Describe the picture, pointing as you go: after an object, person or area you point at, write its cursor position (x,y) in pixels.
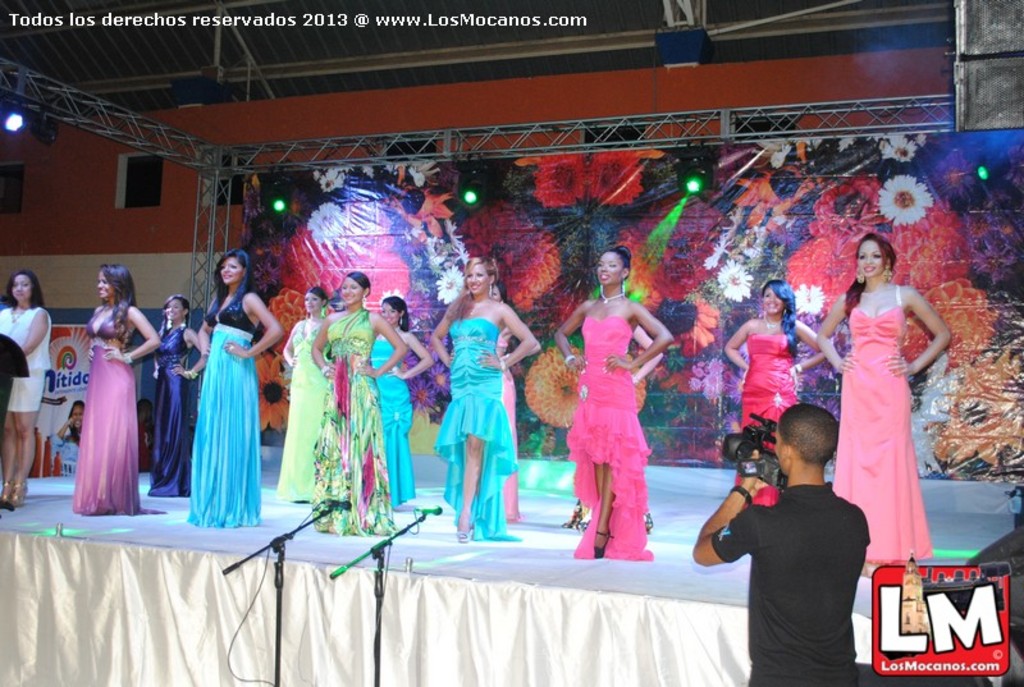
Here woman (609,364) are standing on the stage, a person (811,538) is holding camera (755,469), here there is iron structure (547,131).
